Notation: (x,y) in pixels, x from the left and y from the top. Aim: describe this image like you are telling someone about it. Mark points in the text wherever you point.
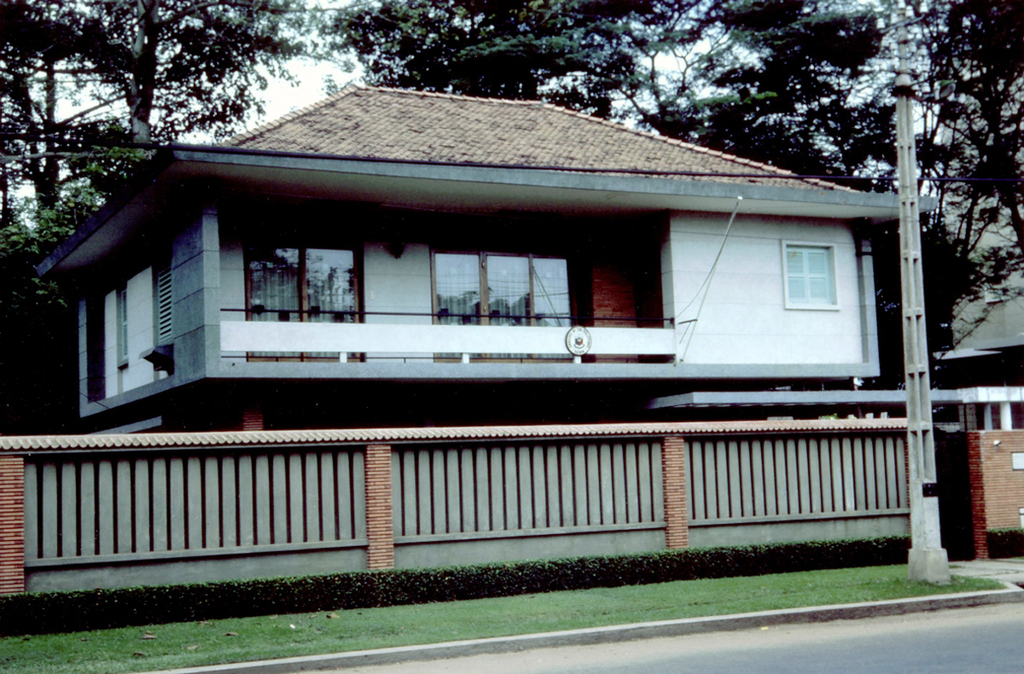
In this image, we can see a shelter house (599,350). There is a pole (923,400) on the right side of the image (922,386). There is a road (888,641) in the bottom right of the image (805,654). In the background (57,289), there are some trees (892,96).
